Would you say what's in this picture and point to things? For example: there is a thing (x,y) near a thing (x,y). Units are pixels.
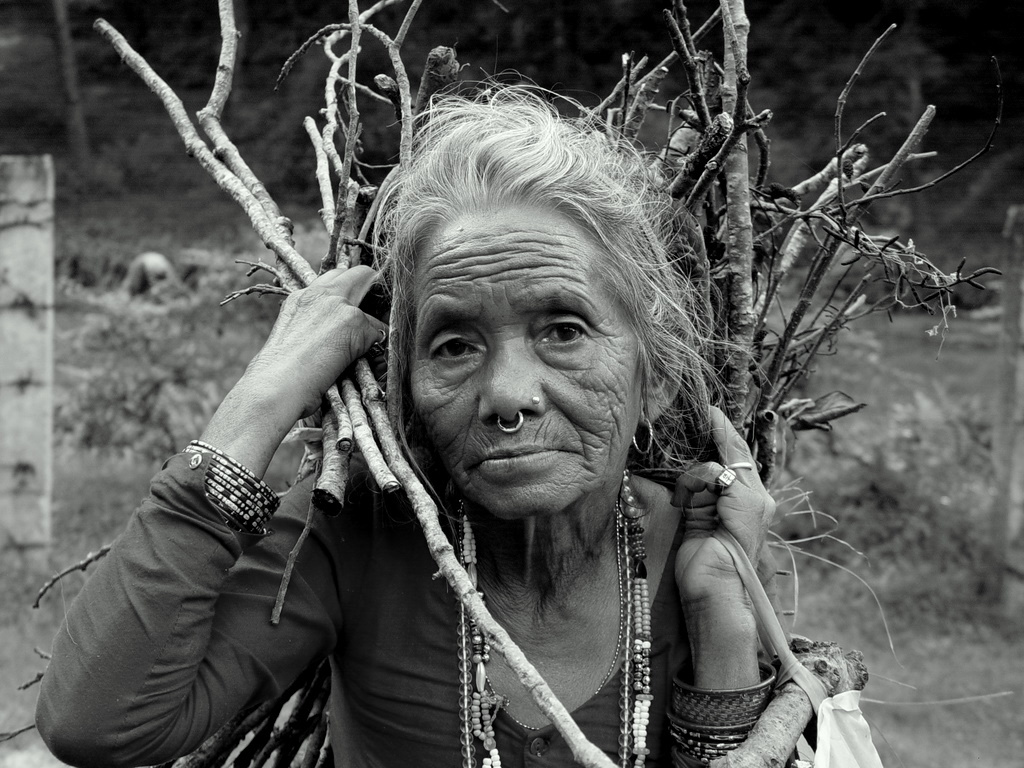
In this image I can see a person (422,670) holding few sticks (397,466) and the person (390,520) is also wearing few chains (494,712) and the image is in black and white.
